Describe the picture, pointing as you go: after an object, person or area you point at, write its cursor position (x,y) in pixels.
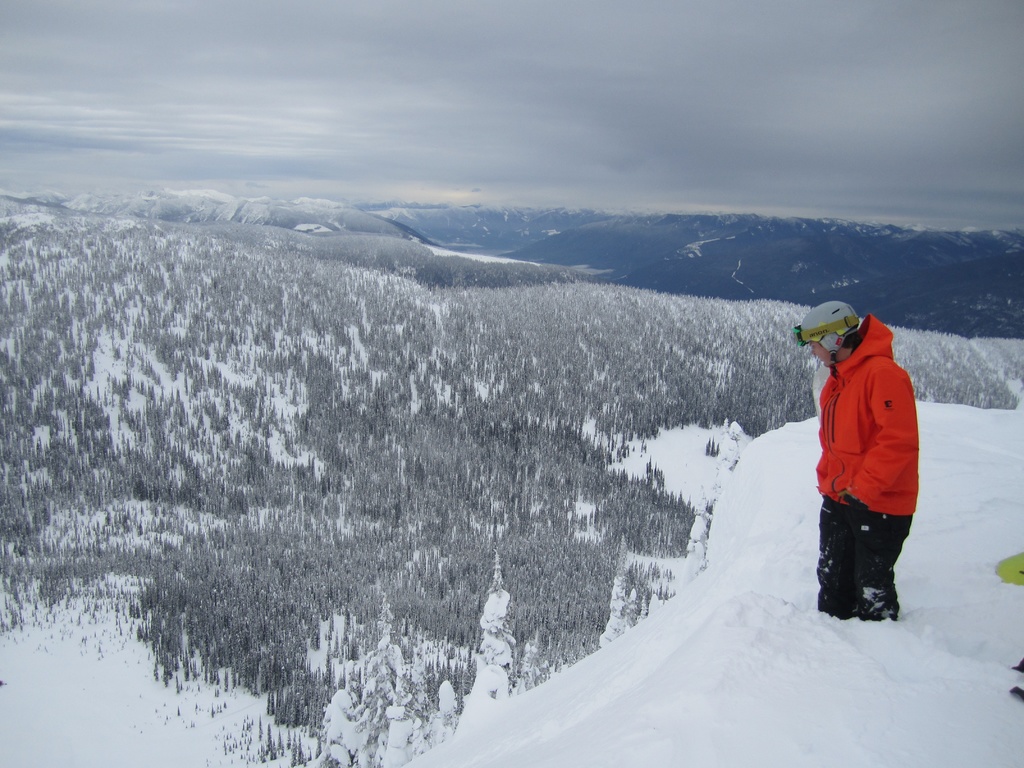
On the right side (838,397), there is a person (871,451) in orange color jacket (847,409), wearing a helmet (828,344) and standing in a snow surface (920,598) of a hill (883,714). On the left side (90,349), there are trees (386,315) and snow (59,710) on the mountains (589,479). In the background (477,239), there are mountains (575,211) and there are clouds (507,25) in the sky (356,34).
